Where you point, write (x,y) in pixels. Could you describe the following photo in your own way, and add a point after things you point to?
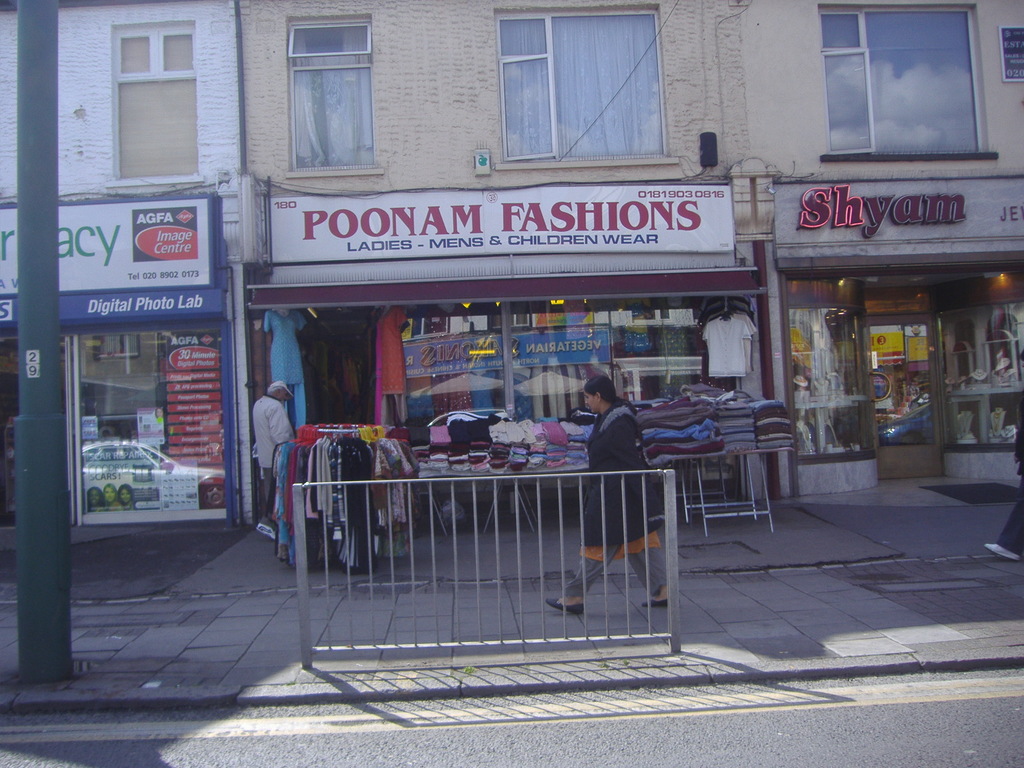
In the foreground of this image (547,531), there is a road (493,734), a pole (25,470) and railing (513,557). Behind it, there are few people (598,419) standing and walking on the side path (864,557). We can also see few clothes (646,447), shops (549,340), windows (578,345) and the wall (448,71) of a building (448,71).
